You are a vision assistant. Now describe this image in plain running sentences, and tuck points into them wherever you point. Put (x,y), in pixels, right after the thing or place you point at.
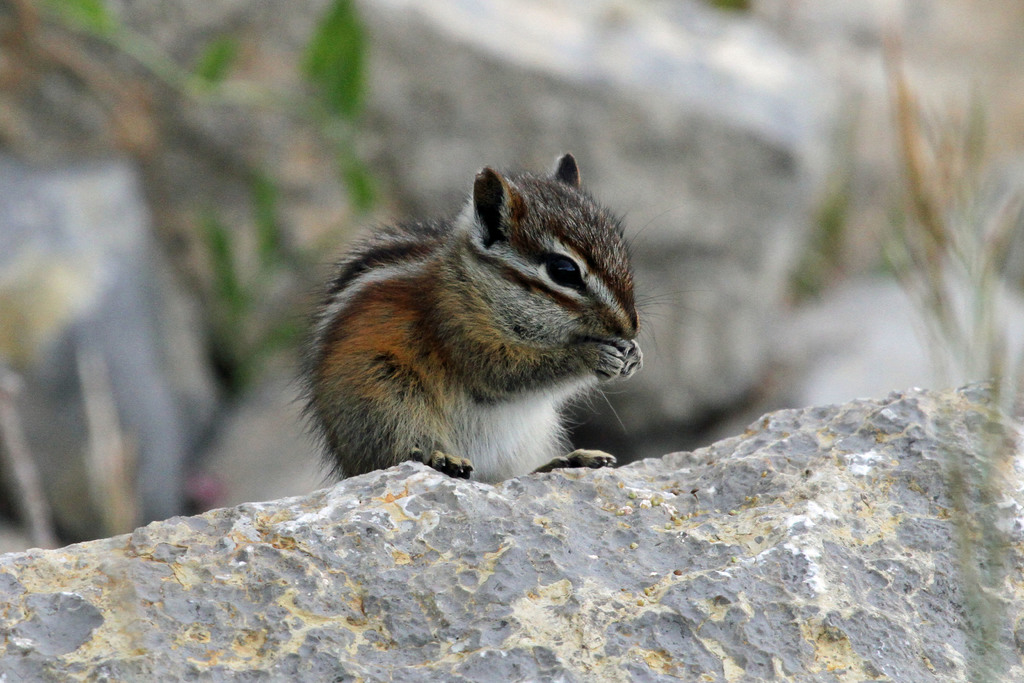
In this picture I can see a squirrel (517,390) is sitting on the stone (500,565). The background of the image (423,169) is blur.
